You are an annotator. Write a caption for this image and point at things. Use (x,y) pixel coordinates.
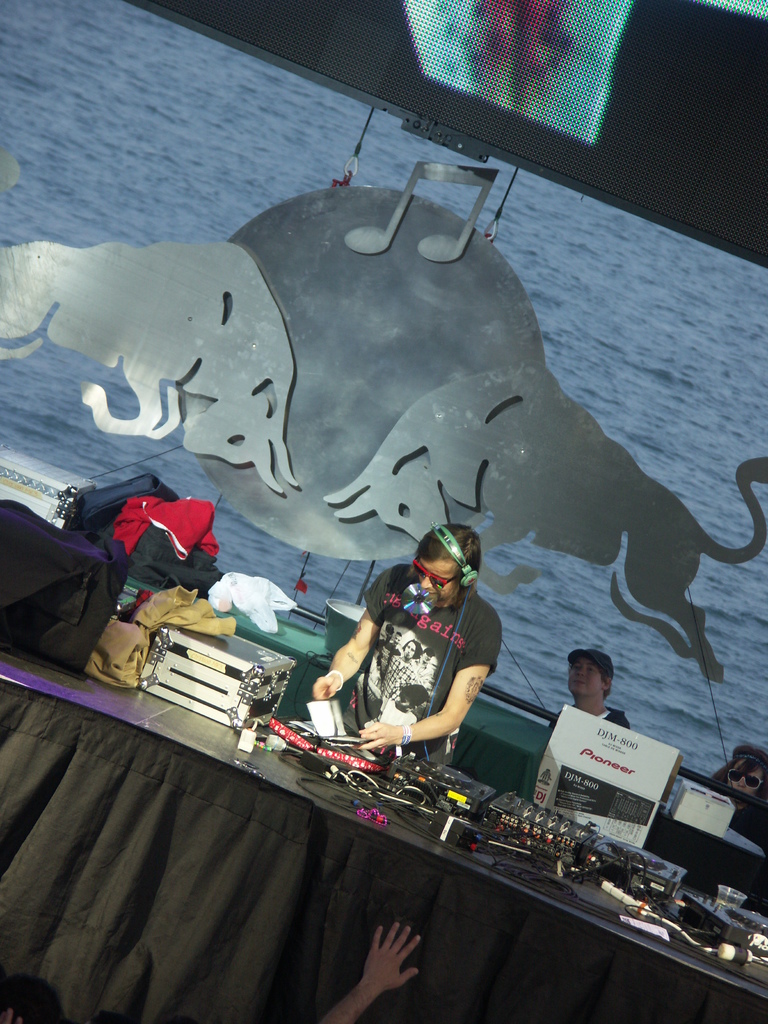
In this image I can see in the middle (461,557) a person (428,727) is standing, this person (428,699) wore black color t-shirt (443,677), headset (465,606) and on the right side (693,907) there are amplifiers (432,788). On the left side (113,596) there are clothes (154,582), behind them there is the background of two bulls (422,402).
